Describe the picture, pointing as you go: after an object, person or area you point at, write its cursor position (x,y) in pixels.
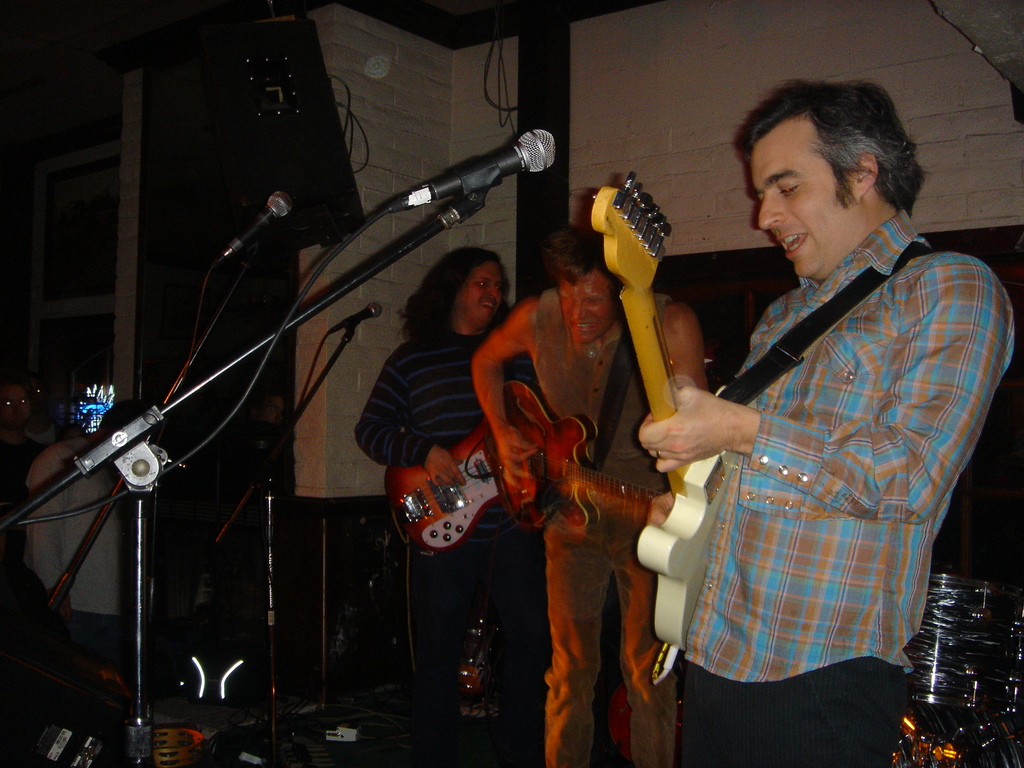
It is a music concert the musicians (479,301) are playing the music there are total three people (585,393) they are holding the guitars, behind them there are few other people (87,521) standing, in the background (405,110) there is a brick wall (687,45) and also speakers (270,113) and some drums (995,765).
